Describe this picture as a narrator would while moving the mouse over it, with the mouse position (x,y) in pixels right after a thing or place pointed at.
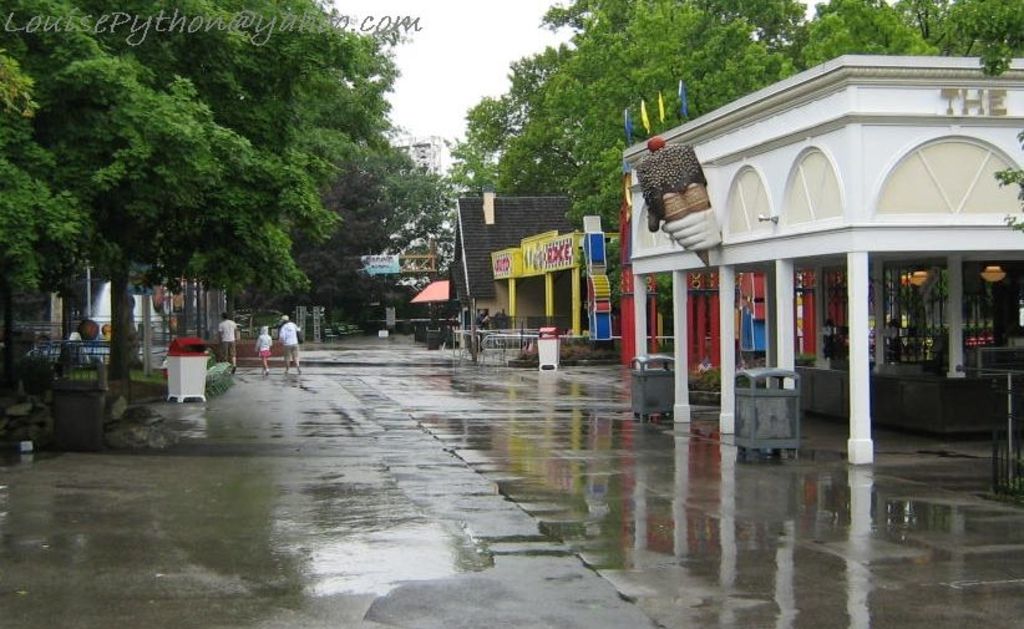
In the image there is a ice cream store (711,181) on right side (819,251) and followed by some other stores (539,261). On left side (167,238) there are trees (129,183) and in the middle (391,377) the road (356,486) is wet, there are some people (282,339) walking at the end of road (421,453).
